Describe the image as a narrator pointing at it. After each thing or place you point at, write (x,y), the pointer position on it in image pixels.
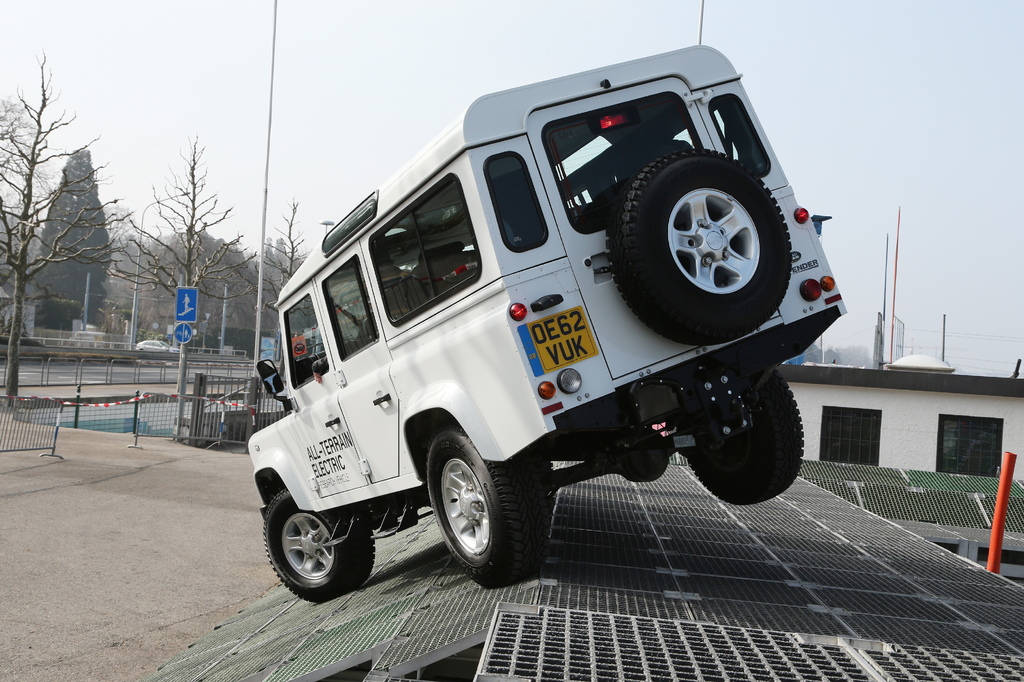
In this image I can see a white color vehicle (397,424) on the ground (648,565). On the right side (908,435) there is a wall (891,429) along with the windows (978,438). On the left side (150,347) there is a car (162,343) on the road (134,377) and I can see few poles (259,265) and trees (76,273). On the top of the image (145,69) I can see the sky (159,54).
